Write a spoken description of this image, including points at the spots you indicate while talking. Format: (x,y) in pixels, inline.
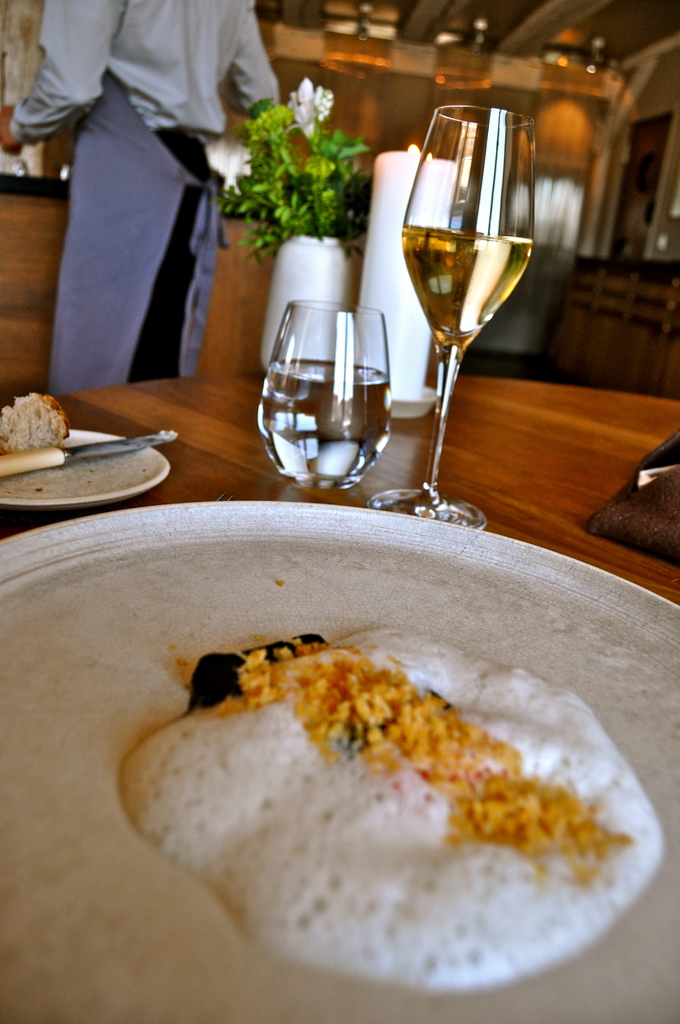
This picture shows food (368,779) in the tray (411,987) and we see a plate (141,464) and a knife (96,453) with some food (30,398) and we see couple of glasses (444,281) and a flower pot (287,254) on the table (678,403) and we see a man (171,209) standing.
